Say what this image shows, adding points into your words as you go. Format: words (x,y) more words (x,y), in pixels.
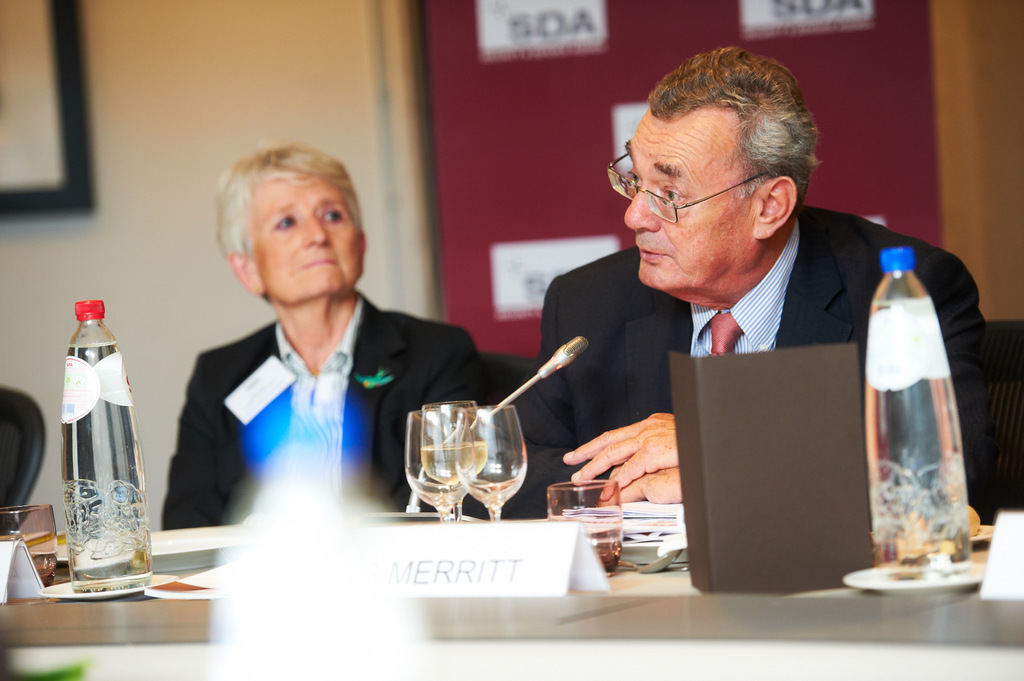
This picture shows a man (523,403) and a woman (272,179) seated on the chairs (1018,357) and we see couple of bottles (875,396) And glasses (569,493) and a microphone (569,356) on the table (1017,638) and a man (609,324) speaking with the help of a microphone (582,339).
